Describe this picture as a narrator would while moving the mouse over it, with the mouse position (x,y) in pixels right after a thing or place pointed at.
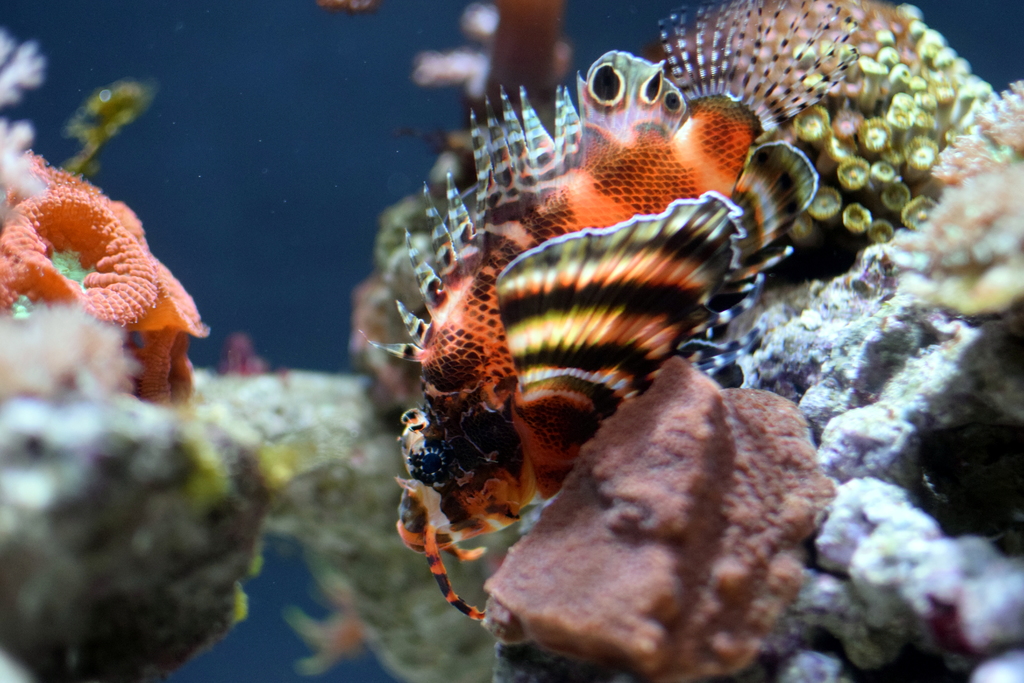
The picture is taken inside the water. In the center of the picture (475,339) there is a fish (576,303). Around the fish (505,518) there are coral reefs (877,75).
